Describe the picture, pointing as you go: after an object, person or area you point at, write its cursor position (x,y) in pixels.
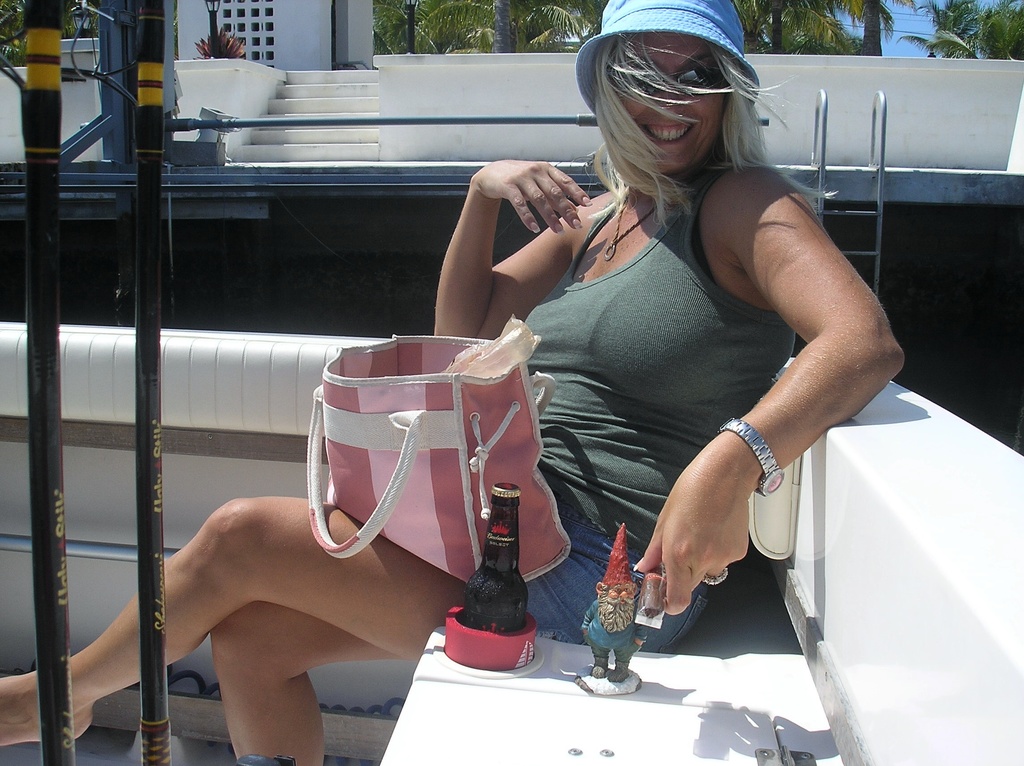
This image is clicked outside. This is in a boat (750,695) where a woman (601,434) is sitting. There is a bag (495,457) on her lap (441,617). There is a toy (632,639). There is a bottle (481,618) near her. She is wearing a watch (767,474). There are trees (769,48) on the top (444,34). There are stairs (325,135) on the left side (291,137).
